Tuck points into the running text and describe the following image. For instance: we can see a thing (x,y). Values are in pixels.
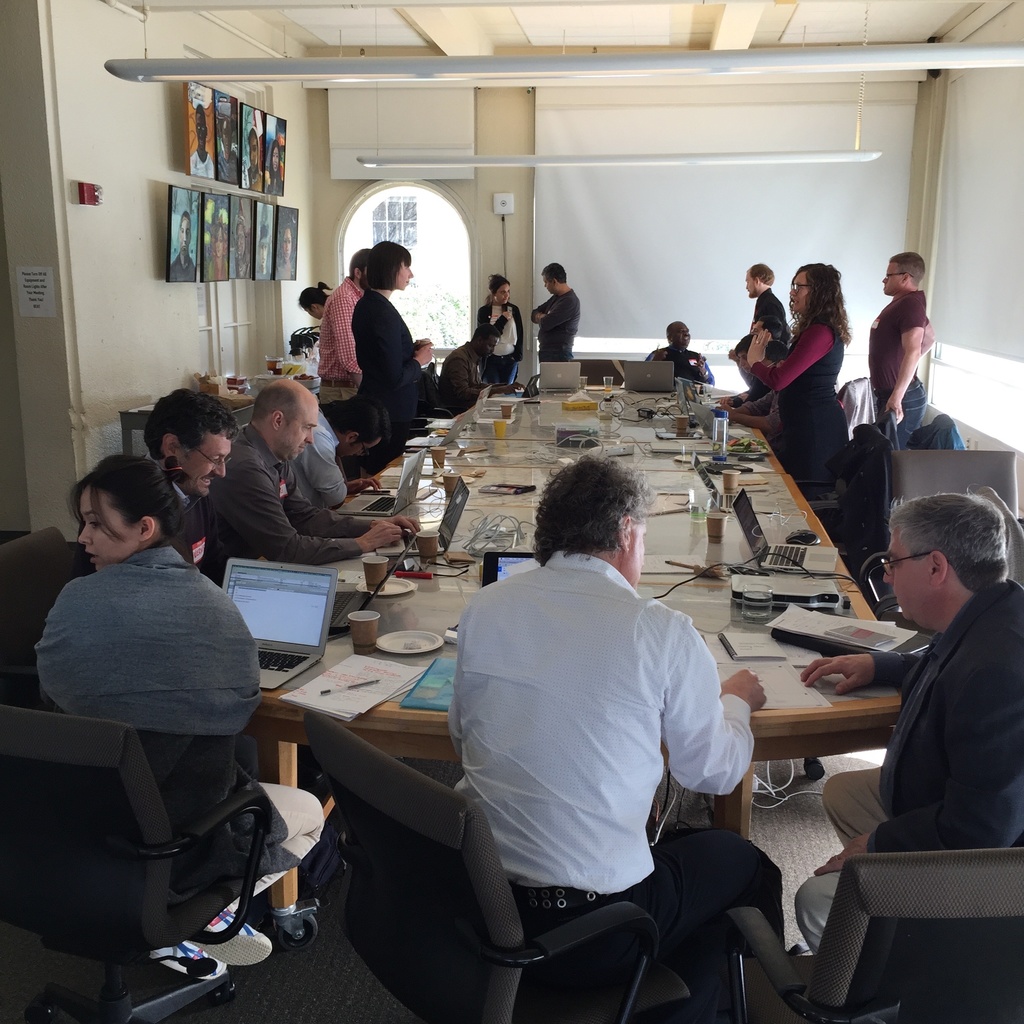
There are some persons (685,759) sitting on the chairs (970,906). This is table (748,622). On the table (296,723) there are laptops (336,582), cups (353,629), and plates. On the background (942,135) there is a wall (134,161) and these are the frames (203,171). And this is roof (817,39). Here we can see some persons (890,284) are standing on the floor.
